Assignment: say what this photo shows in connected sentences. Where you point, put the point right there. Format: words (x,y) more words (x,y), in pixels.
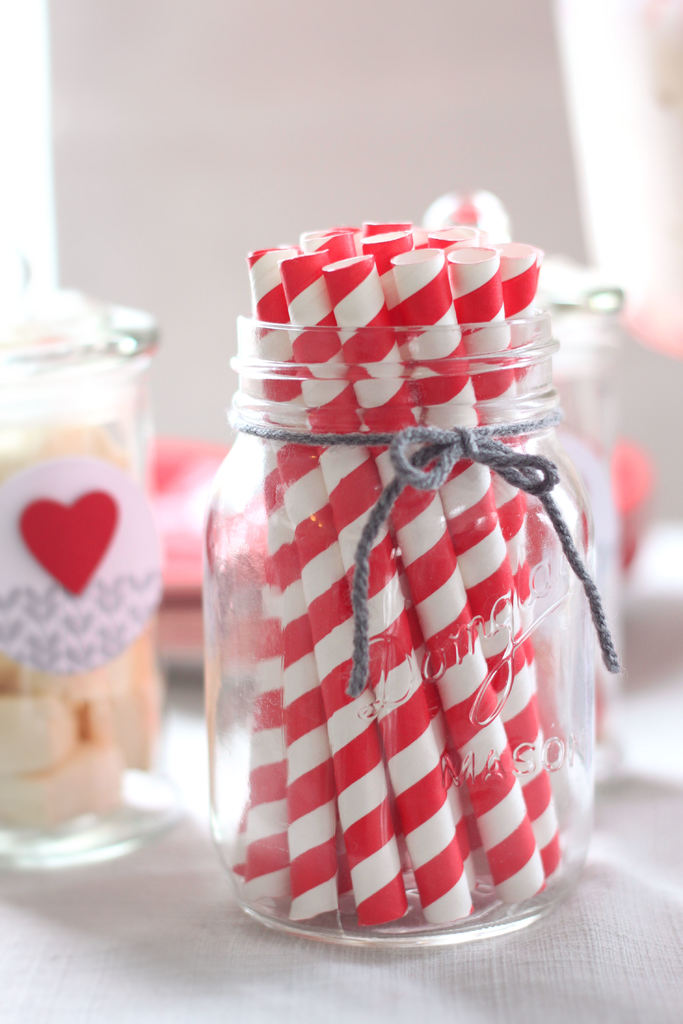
In this picture we can see a bottle (343,653), glass (105,323), and food items (365,586) on a platform (156,907). There is a white background (170,167).
